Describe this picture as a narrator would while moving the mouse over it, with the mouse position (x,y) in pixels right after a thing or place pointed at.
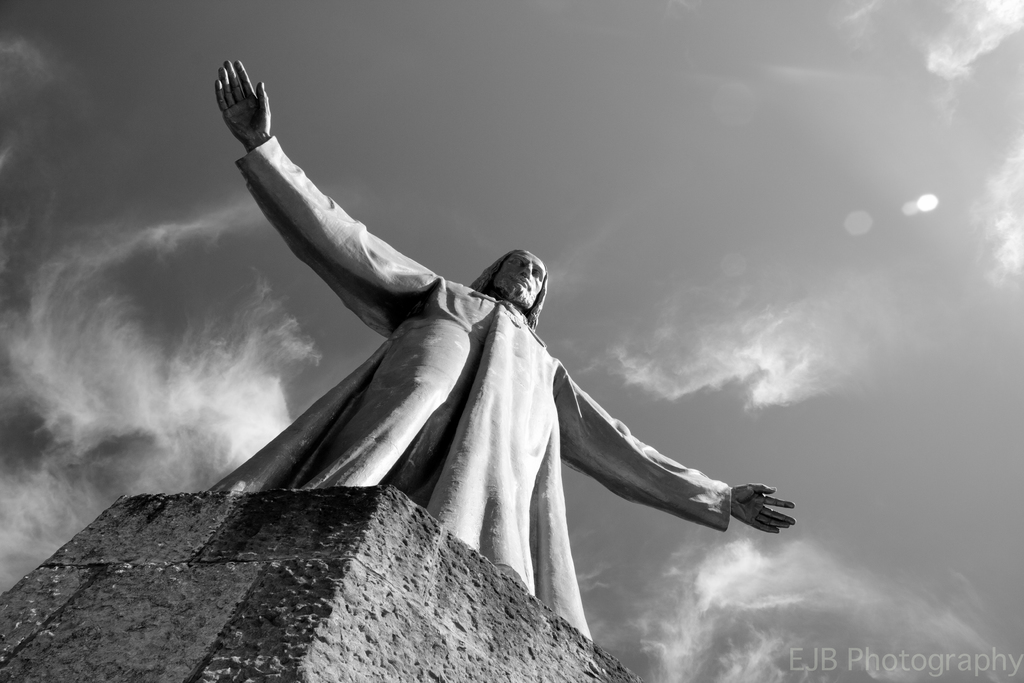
In this picture, in the middle (430,333), we can see a statue (354,453). in the background (916,593), we can see a sky (916,593) which is cloudy.
